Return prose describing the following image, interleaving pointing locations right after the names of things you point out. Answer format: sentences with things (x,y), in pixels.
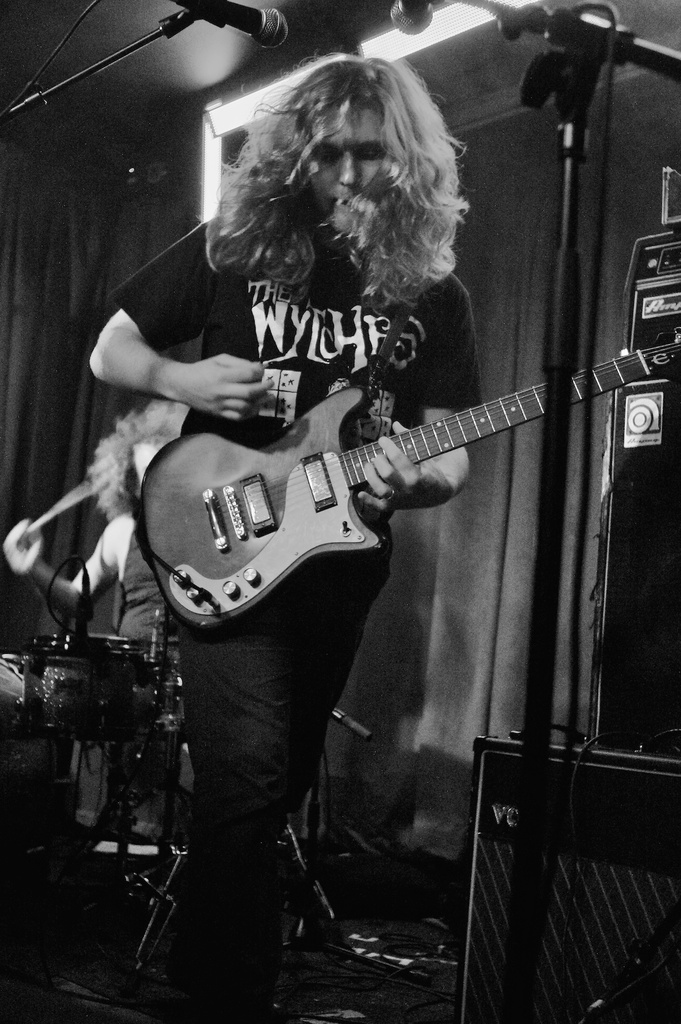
This is the picture of a man (351,325) wearing black shirt (377,409) and black pant (271,694) holding the guitar (366,454) and playing it in front of the mic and behind there is a person (112,536) who is playing the drum (147,699).
